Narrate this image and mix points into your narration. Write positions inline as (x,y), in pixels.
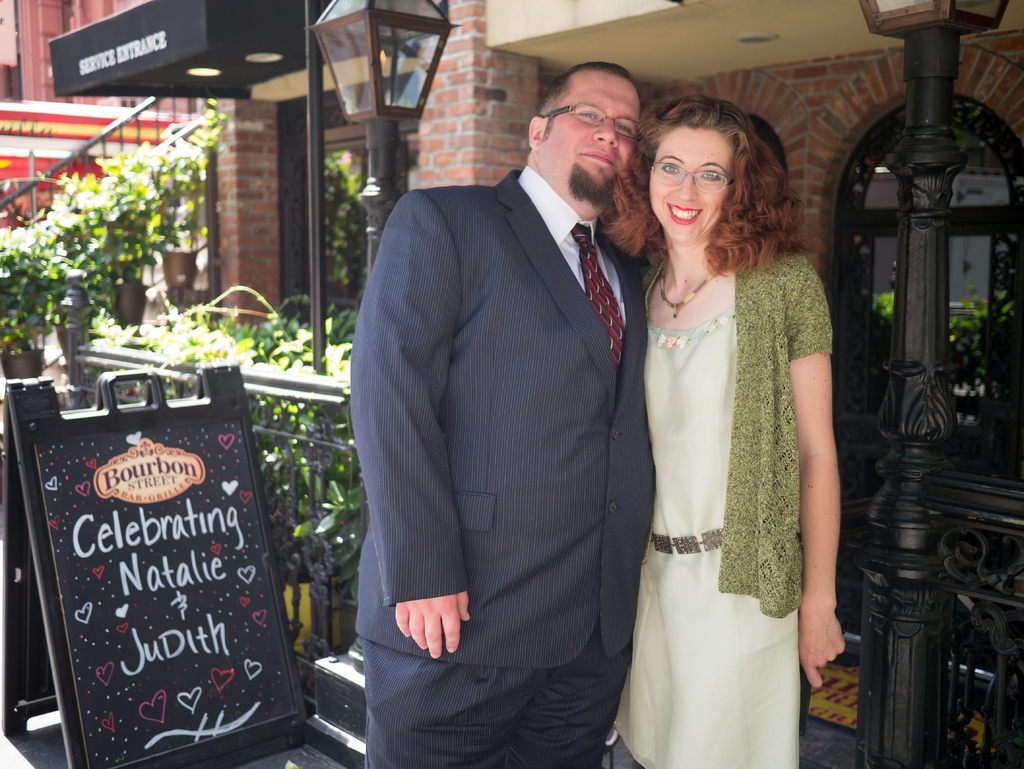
In the middle of the image (409,257) two persons (779,295) are standing and smiling. Behind them there are some plants (316,414) and fencing (316,414) and poles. Bottom left side of the image (246,654) there is a banner (135,760). Top of the image (471,88) there are some buildings (472,108).
